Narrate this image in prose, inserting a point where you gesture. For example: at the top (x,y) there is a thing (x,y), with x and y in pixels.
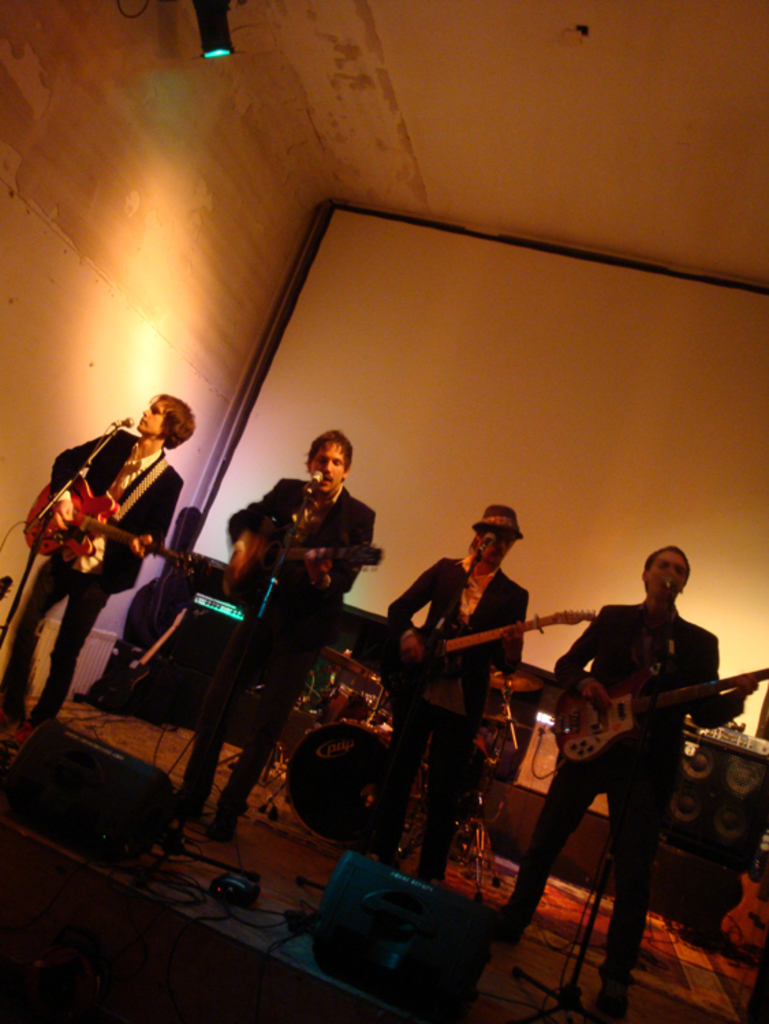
In this picture we can see there are four people (637,839) standing and holding the musical instruments (599,717). In front of the people (235,536) there are microphones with stands (114,430), cables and some objects (103,755). Behind the people (395,708) there are some musical instruments (365,715) and it looks like a screen (489,398). On the left side of the people (114,489) there is a wall (205,71) and at the top (214,34) there is a light (217,46).
